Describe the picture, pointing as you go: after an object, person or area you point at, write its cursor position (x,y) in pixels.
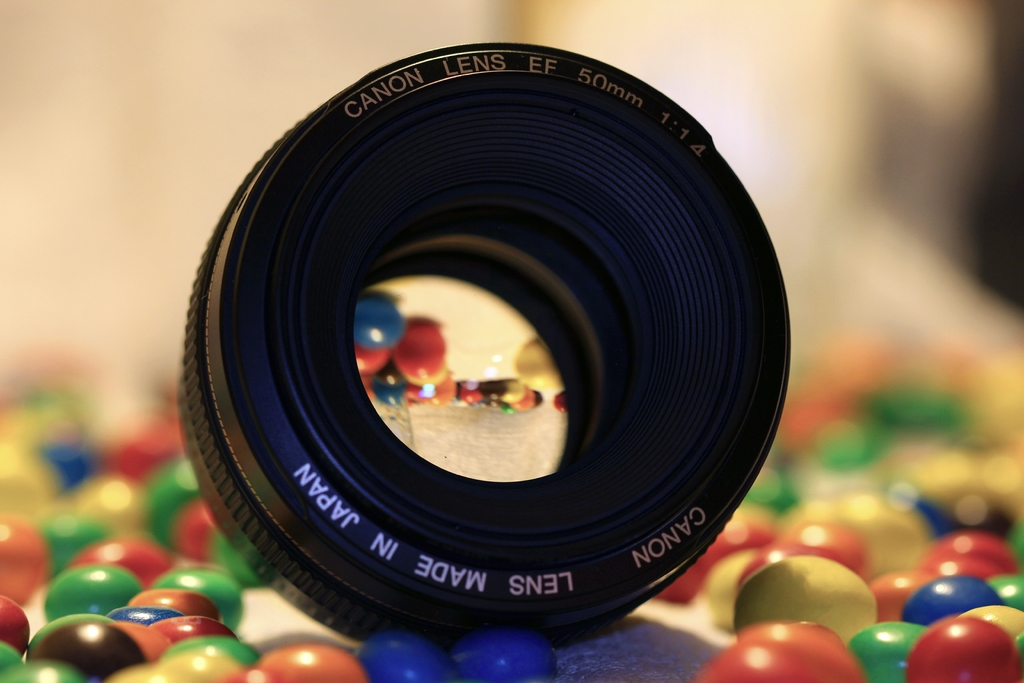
In this picture we can see a camera lens (353,340) and chocolate gems (167,605).
